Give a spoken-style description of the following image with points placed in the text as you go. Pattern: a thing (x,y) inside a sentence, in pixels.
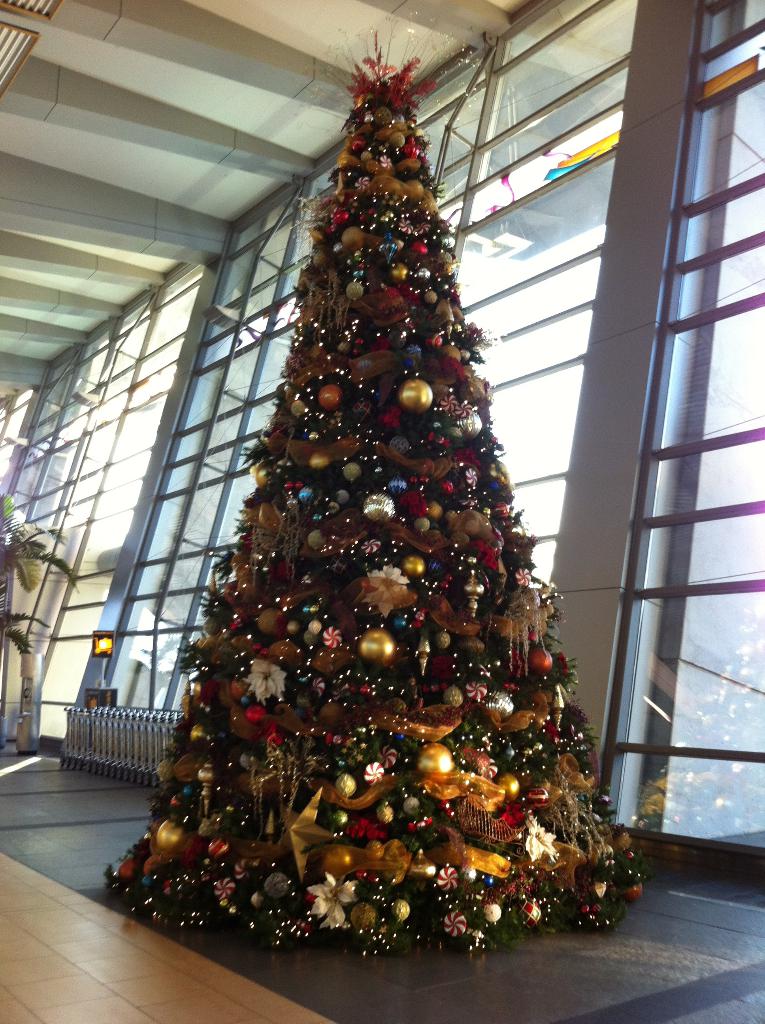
In this image there is a Christmas tree (422,570) which is decorated with few balls (425,754), flowers (538,846) and with some decorative items (447,788). Behind it there is fence (114,754). Left side there is a plant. Background (218,369) there is glass wall (229,369).
